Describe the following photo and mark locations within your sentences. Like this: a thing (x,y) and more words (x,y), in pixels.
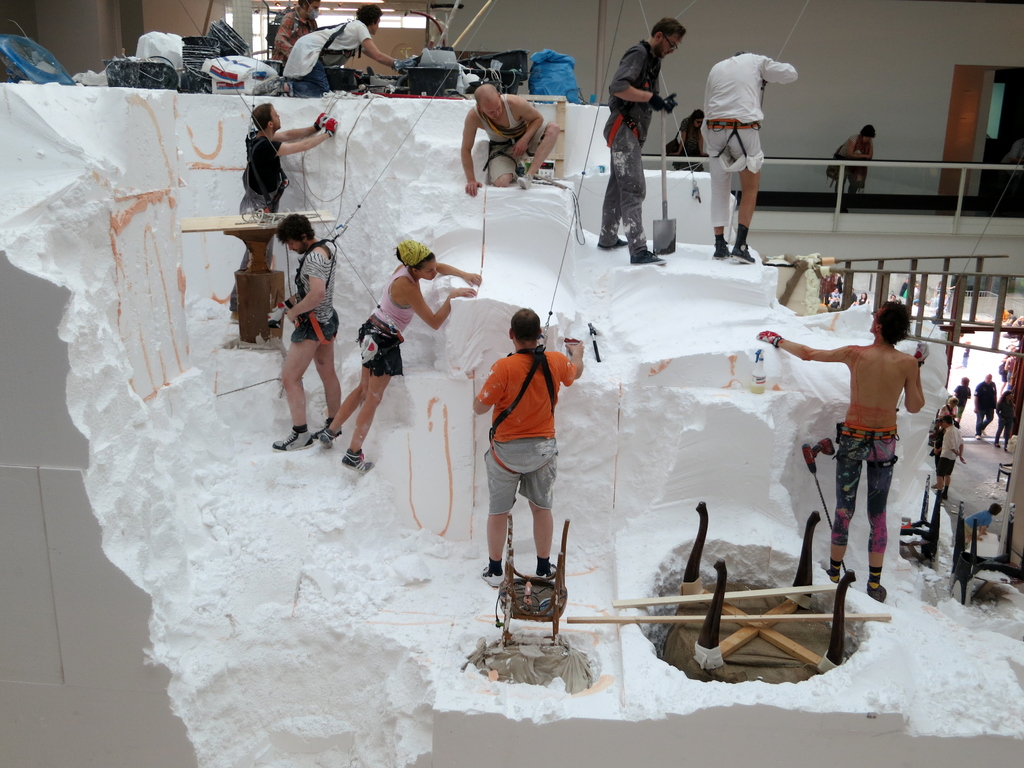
In this image I can see number of people (301,57) working. I can see everyone is tied with ropes (780,52).
